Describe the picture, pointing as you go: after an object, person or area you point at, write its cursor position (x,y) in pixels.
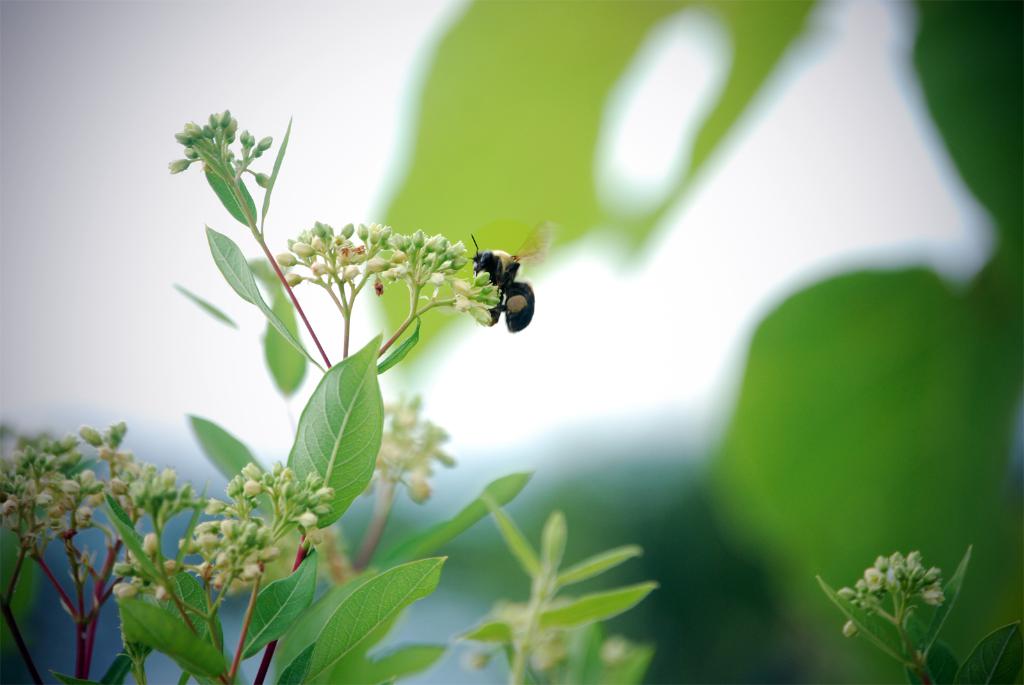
In this picture, it seems like an insect (521,291) on the buds (477,299) of a plant (473,303) in the foreground area of the image (352,460) and plants (507,623) in the background (608,598).
